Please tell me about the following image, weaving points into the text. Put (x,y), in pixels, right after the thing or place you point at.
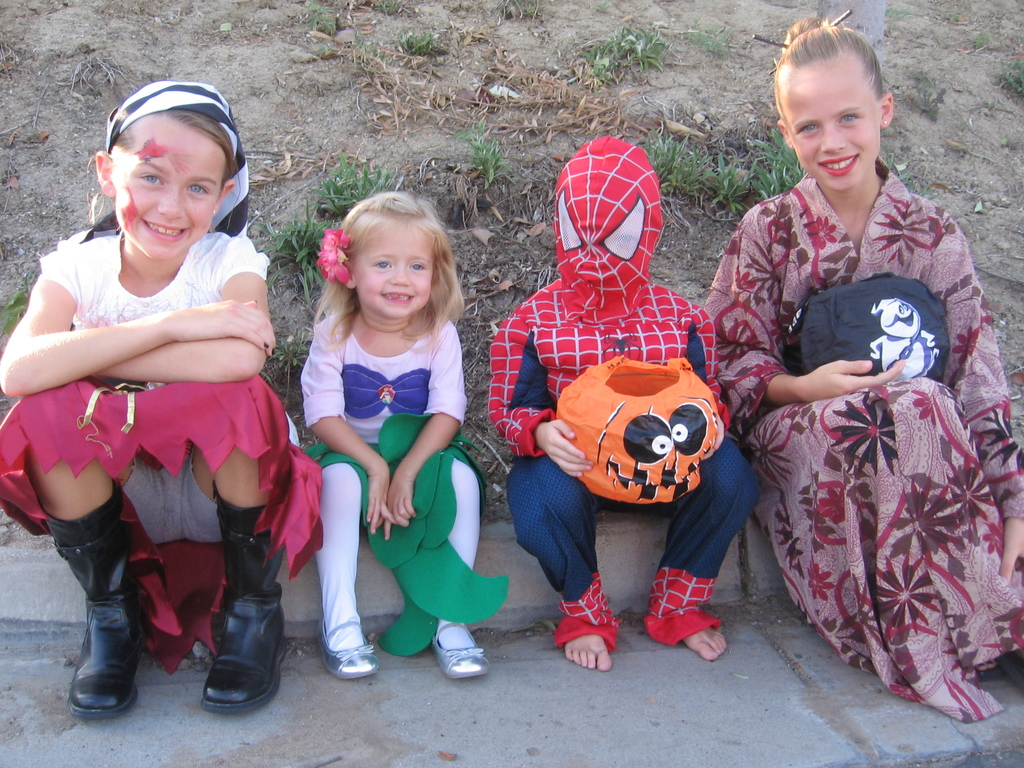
In the image there are few kids (740,501) in different costumes (362,483) sitting on footpath (761,561), behind them there is muddy land (481,113) with grass (621,38) on it.
